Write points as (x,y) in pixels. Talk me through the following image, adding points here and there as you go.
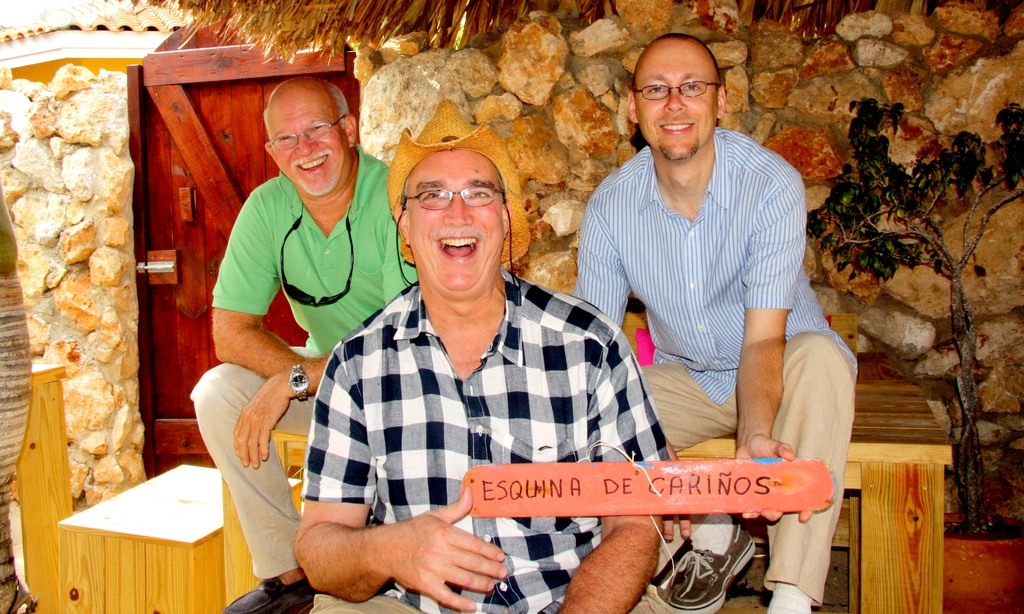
In this image we can see three persons (537,397) wearing checked shirt (485,360) and a person (303,267) wearing green color T-shirt (306,261) also wearing black color goggles (314,296), all three are sitting on the benches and in the background of the image (557,72) we can see stonewall (483,109), door (173,246) which is of brown color and there is a tree (7,468).
